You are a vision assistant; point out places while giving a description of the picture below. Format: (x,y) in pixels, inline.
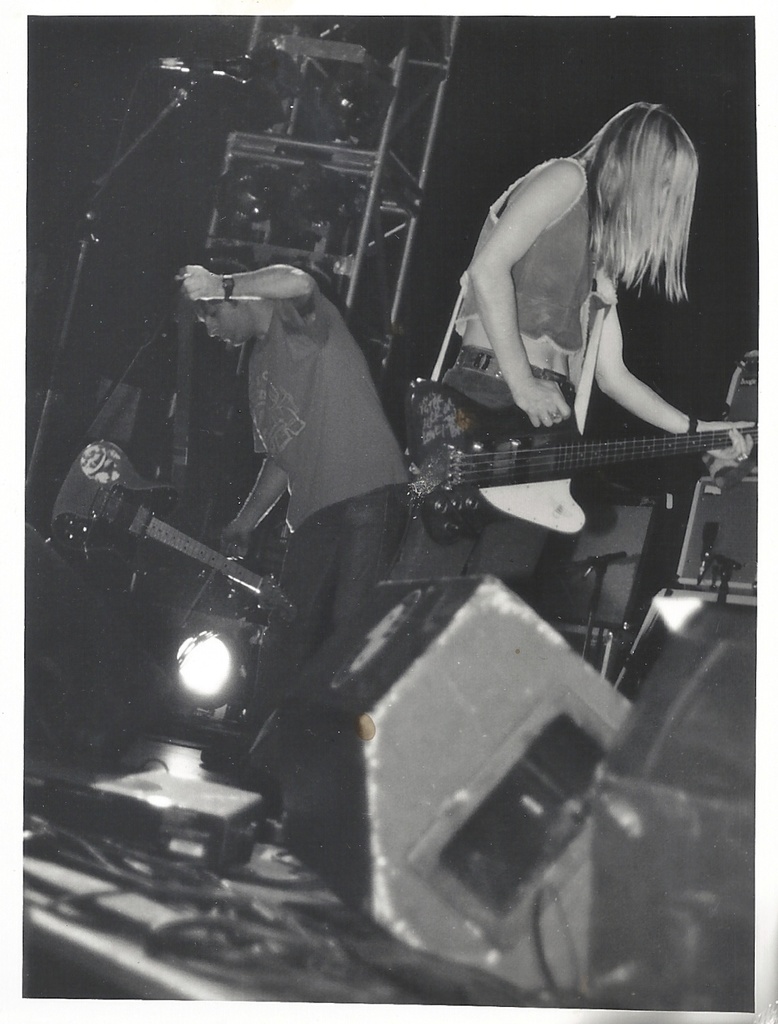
There is a woman (637,124) standing on the right side (529,409). She is holding a guitar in her hand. There is a man (395,473) standing on the left side (253,527).
